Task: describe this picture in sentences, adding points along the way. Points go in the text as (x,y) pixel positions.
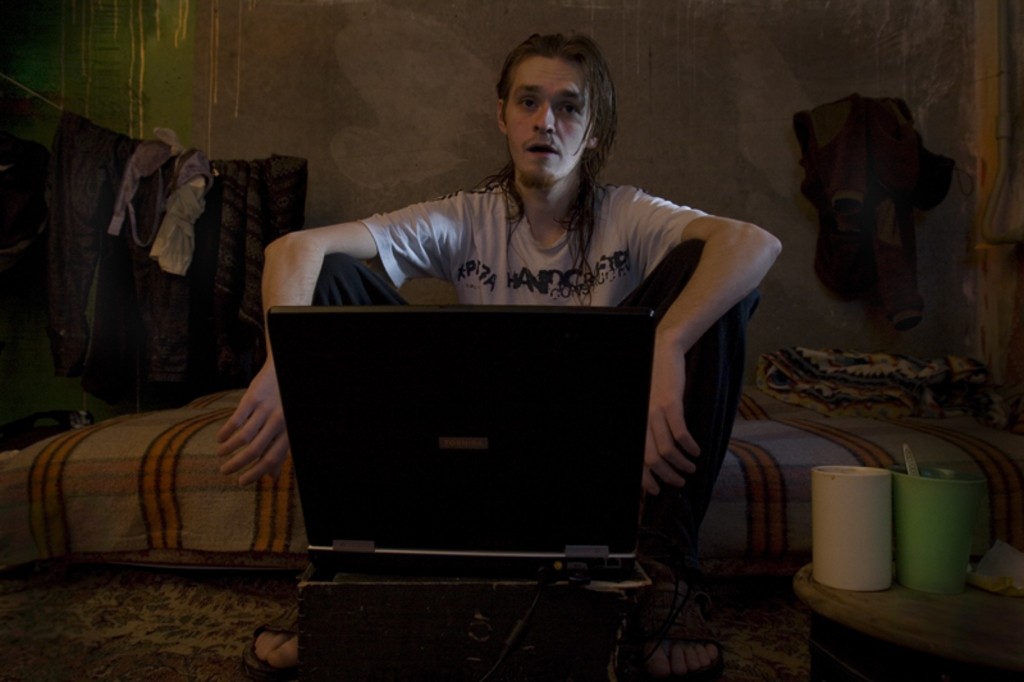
A person (687,296) is present wearing a white t shirt (636,256). There is a laptop (631,398). There are mugs (850,515) at the right (903,556). The clothes (240,200) are hanging on the rope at the back (178,218).
